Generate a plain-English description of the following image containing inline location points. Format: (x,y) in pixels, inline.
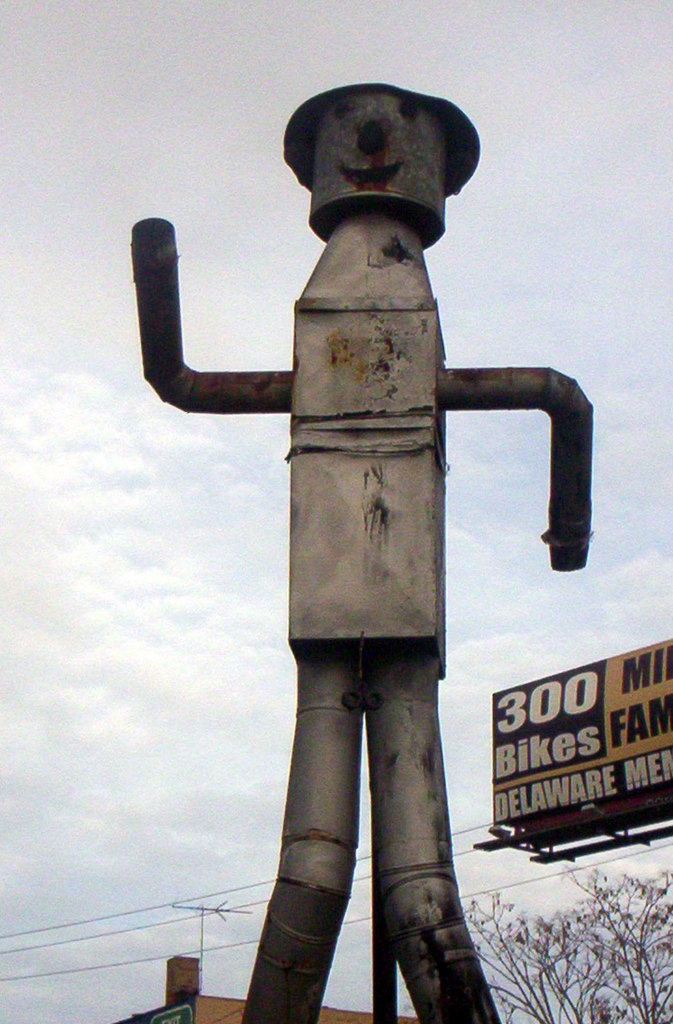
There is a pole (355,614) with pipes (405,694). On the right side (589,728) there is a name board (591,750). Also there are trees (567,952). In the back (151,591) there is sky (126,559). There are wires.
